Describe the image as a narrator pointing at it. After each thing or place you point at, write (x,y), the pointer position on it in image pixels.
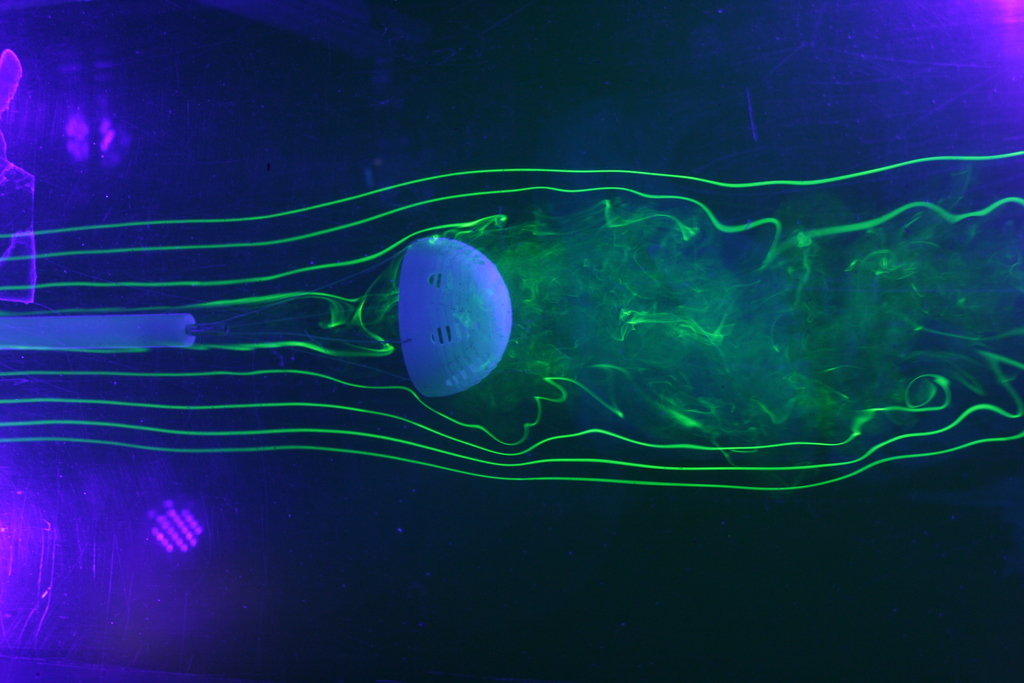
This is a photo and here we can see an object (420,330) and the background is in blue color and we can see some green color fumes (605,342).
